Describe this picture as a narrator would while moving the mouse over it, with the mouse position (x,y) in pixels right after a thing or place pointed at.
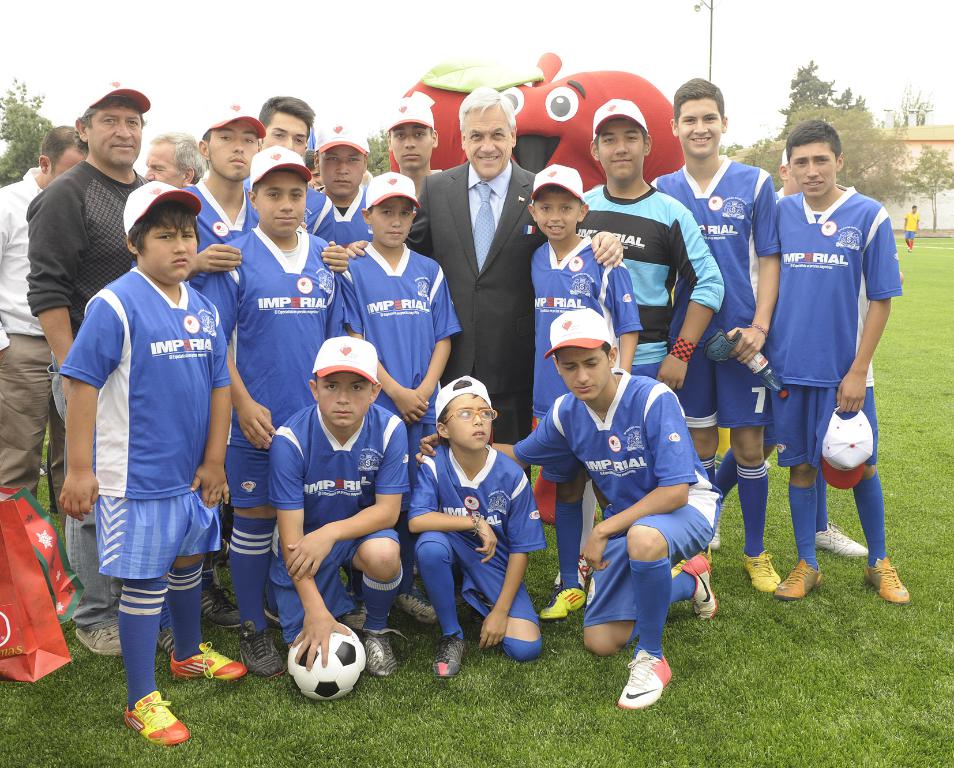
In the picture we can see some boys (594,338) and few men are standing, and a man (517,338) who is wearing a blazer (525,324), tie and shirt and the children (176,276) and the boys (288,337), are wearing a blue T-shirts (256,260), with socks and shoe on the football ground (46,763). In the background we can see a trees (0,120), pole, sky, and one man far does wearing a yellow shirt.
